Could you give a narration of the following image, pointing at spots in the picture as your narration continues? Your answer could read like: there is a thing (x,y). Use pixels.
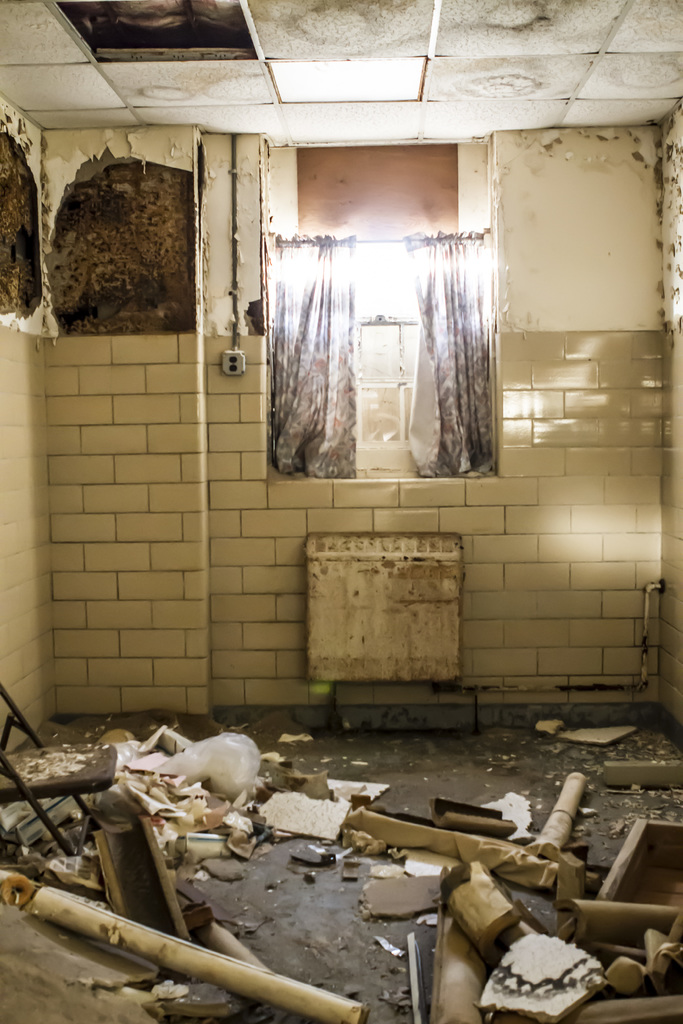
In this picture we can see wooden objects (629,953) and a chair (36,739) on the path (343,739). There is a white object (556,979) and a tile wall (213,665). We can see a curtain (345,321) and some lights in the background (330,263).
